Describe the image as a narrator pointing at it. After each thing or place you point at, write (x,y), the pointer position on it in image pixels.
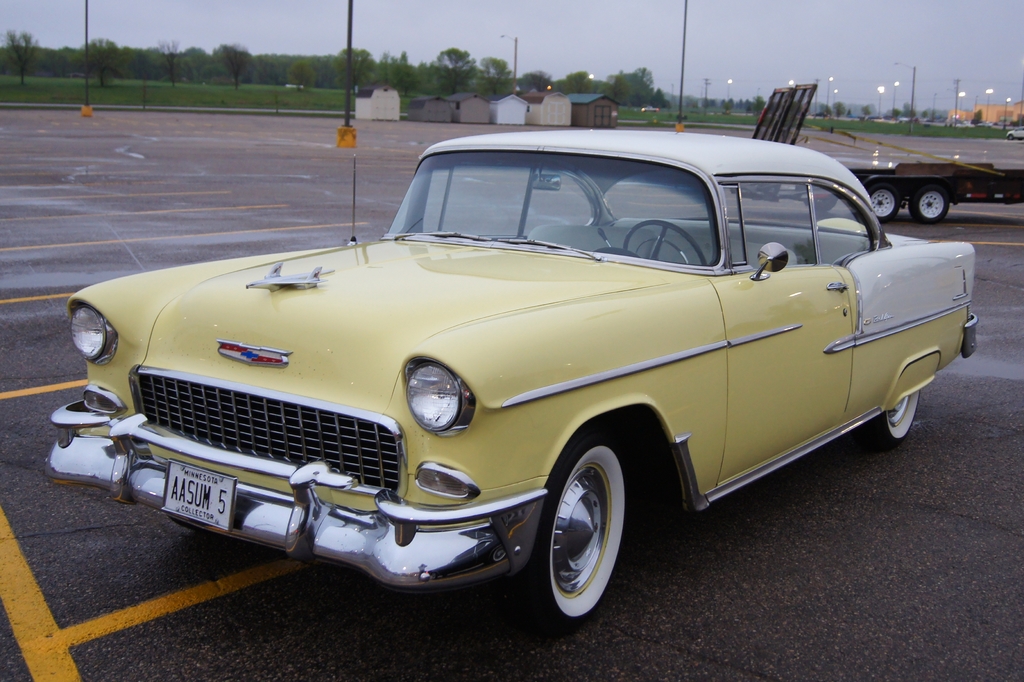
In this image I can see a car (565,418) on the road (694,513). There are other vehicles (950,201) behind it. There are poles (350,100), grass (92,88), trees (532,75) and there is a building (1011,109) at the right (959,116) back.
